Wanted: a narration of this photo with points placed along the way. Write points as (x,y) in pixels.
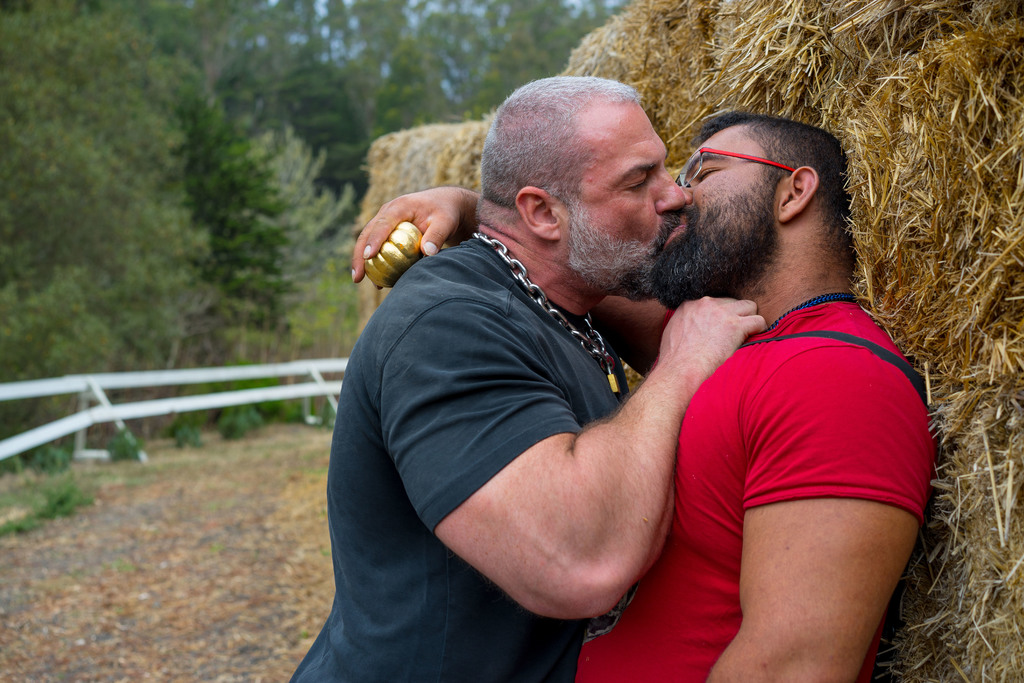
As we can see in the image there is a dry grass (977,166), trees (274,118) and two people (522,430) standing in the front (630,414). The man (848,365) on the right side (862,351) is wearing red color t shirt (803,352) and the man (511,251) over here is wearing black color t shirt (399,481).
